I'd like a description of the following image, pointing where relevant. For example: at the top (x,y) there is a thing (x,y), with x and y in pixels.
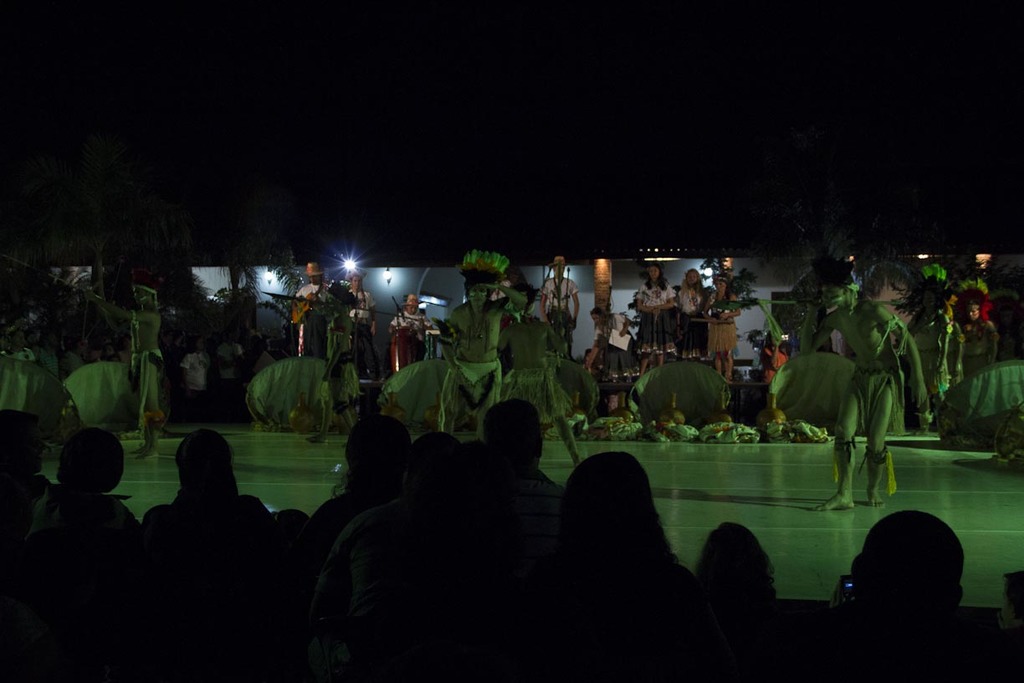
This image is taken during the night time. In this image there are few persons (863,356) standing on the floor (735,465) and dancing by wearing different costumes (496,363). There are so many spectators (631,578) around them who are watching the dance. In the background (625,309) there is a house (365,281) to which there are lights (349,258) and pillars (600,269).
